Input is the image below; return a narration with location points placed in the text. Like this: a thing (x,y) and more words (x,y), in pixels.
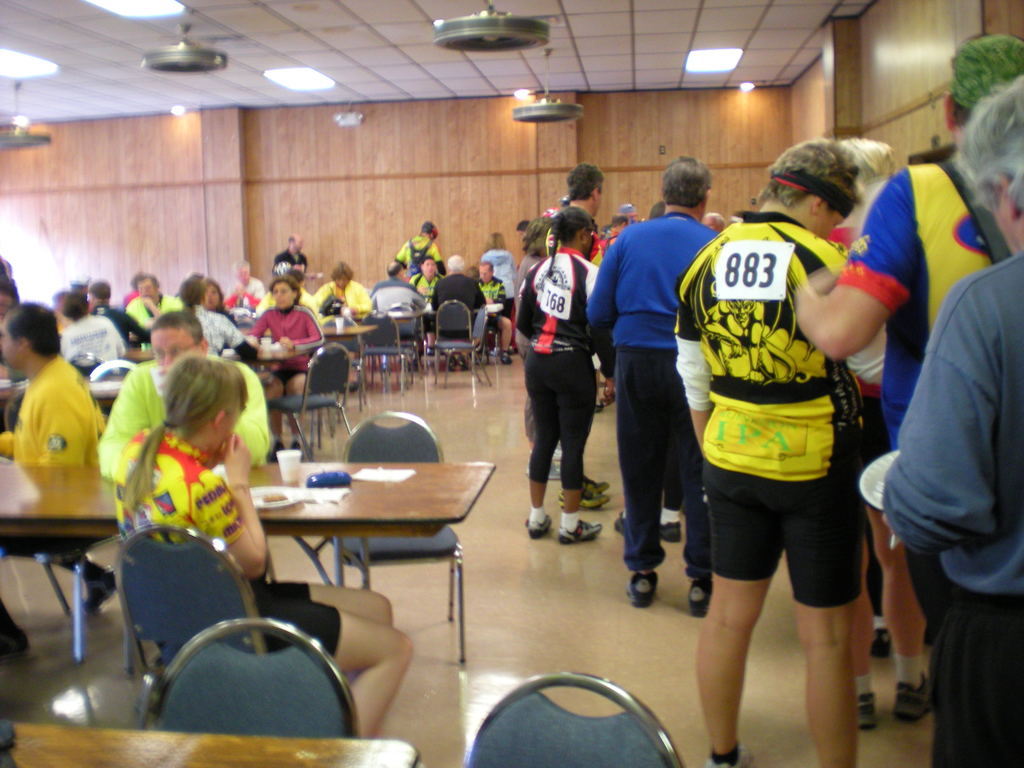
In this picture many people (292,304) are sitting. And to the right side (867,283) there are some people (779,256) standing. There is a table (357,507). On the table (411,508) there are paper (366,469), cups (292,462) and a plate (267,504). On the top (296,77) there are lights (22,75).
